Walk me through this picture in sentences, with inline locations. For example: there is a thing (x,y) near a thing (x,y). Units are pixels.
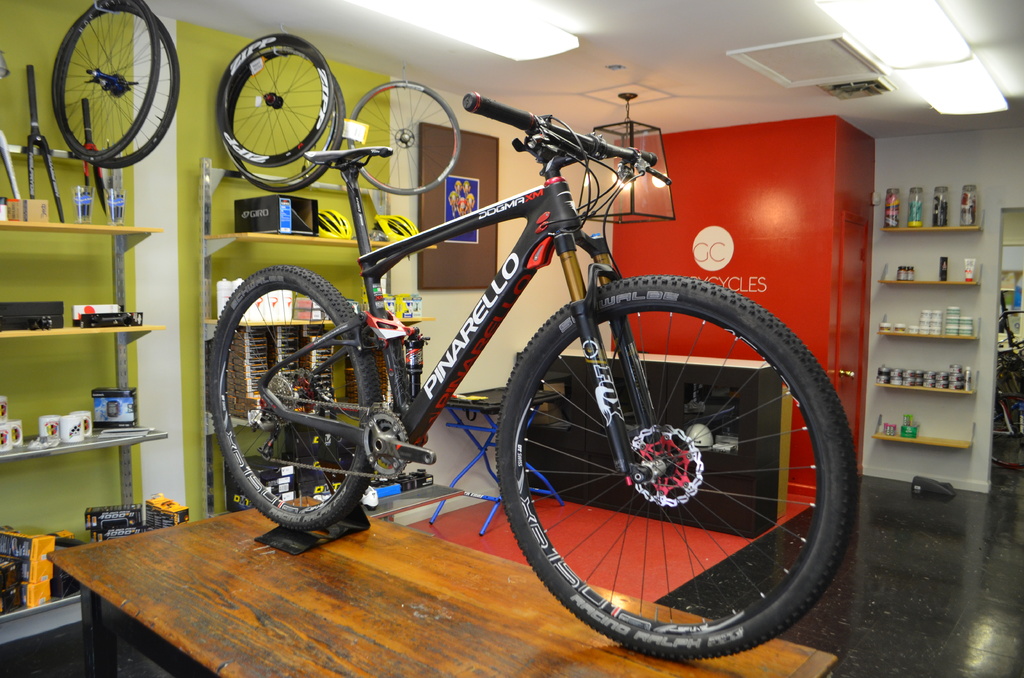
In this image it seems like a cycle shop (505,234) in which there is cycle (307,419) on the wooden table (340,569). At the top (467,67) there is ceiling (724,59) with the lights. There are few tires (165,116) attached to the wall (207,63). On the right side (942,277) there are wooden racks (931,312) on which there are boxes (923,382). On the left side (47,426) there are few other racks (86,330) on which there are boxes (18,542), cups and some metal parts (55,177) on it. In the background (464,424) there is a table (458,410). Beside the table (478,408) there is a desk (738,367). There is a photo (459,199) attached to the wall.
